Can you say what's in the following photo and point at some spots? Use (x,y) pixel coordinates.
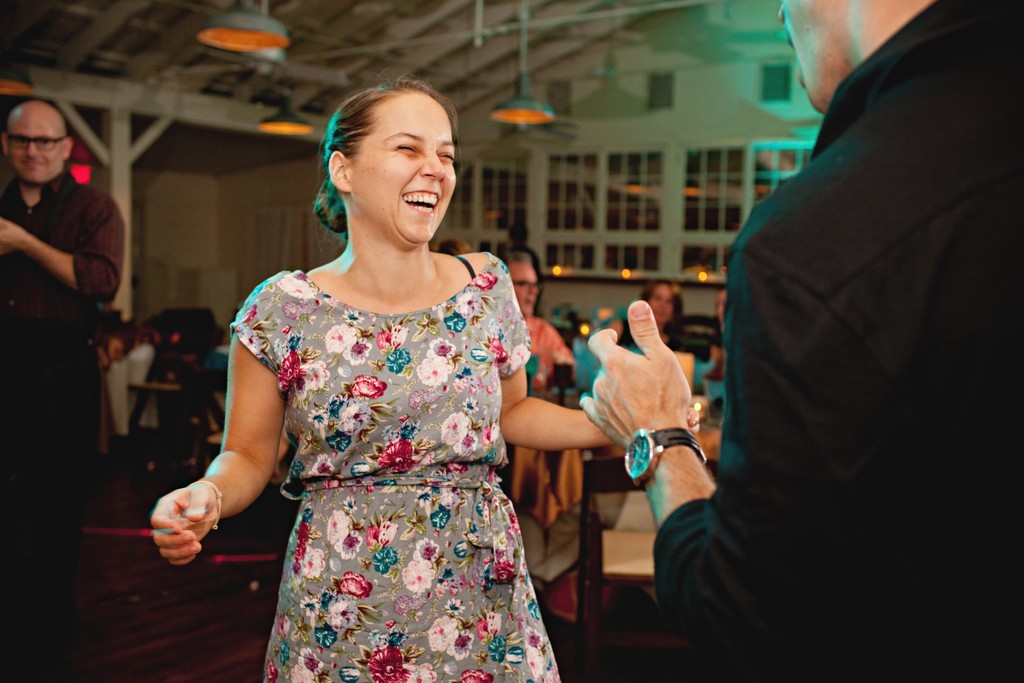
In this image, I can see three people (335,421) standing and few people (554,346) sitting. At the top of the image (273,33), I can see the lamps (230,36) hanging to the ceiling (448,9). In the background (565,273), these are the windows (651,251). At the bottom of the image (86,650), I can see the floor (259,602).
